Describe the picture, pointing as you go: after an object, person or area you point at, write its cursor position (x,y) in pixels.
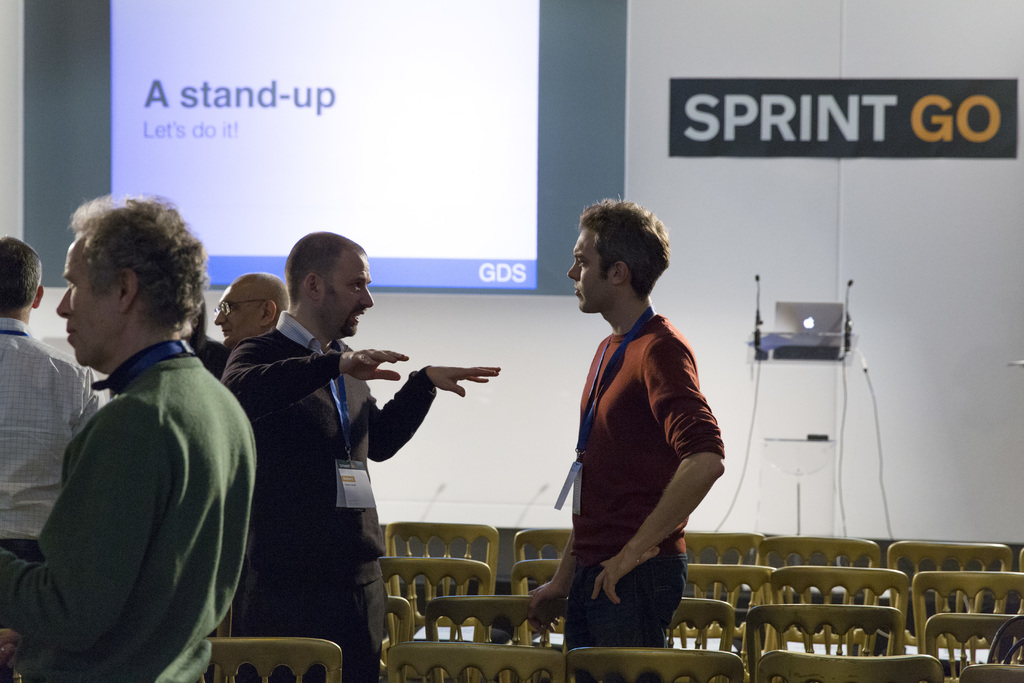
There are few people (264,415) standing. These are the chairs (488,667). This looks like a glass podium (807,496) with the mics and a laptop (796,317) on it. This is the screen (479,209) with the display (484,183). I think this is a poster (960,99), which is attached to the wall (960,41).
